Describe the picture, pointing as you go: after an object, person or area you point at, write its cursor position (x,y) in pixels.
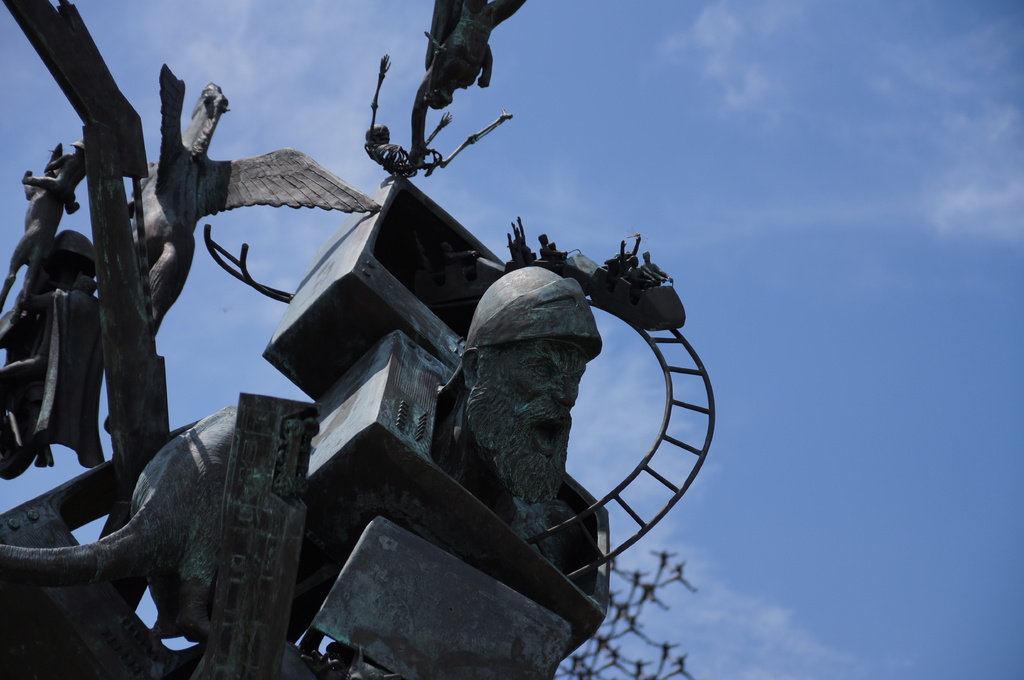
In the foreground of this image (290,432), there are sculptures (520,431) and in the background (805,285), there is the sky (829,287) and the cloud (960,215).
